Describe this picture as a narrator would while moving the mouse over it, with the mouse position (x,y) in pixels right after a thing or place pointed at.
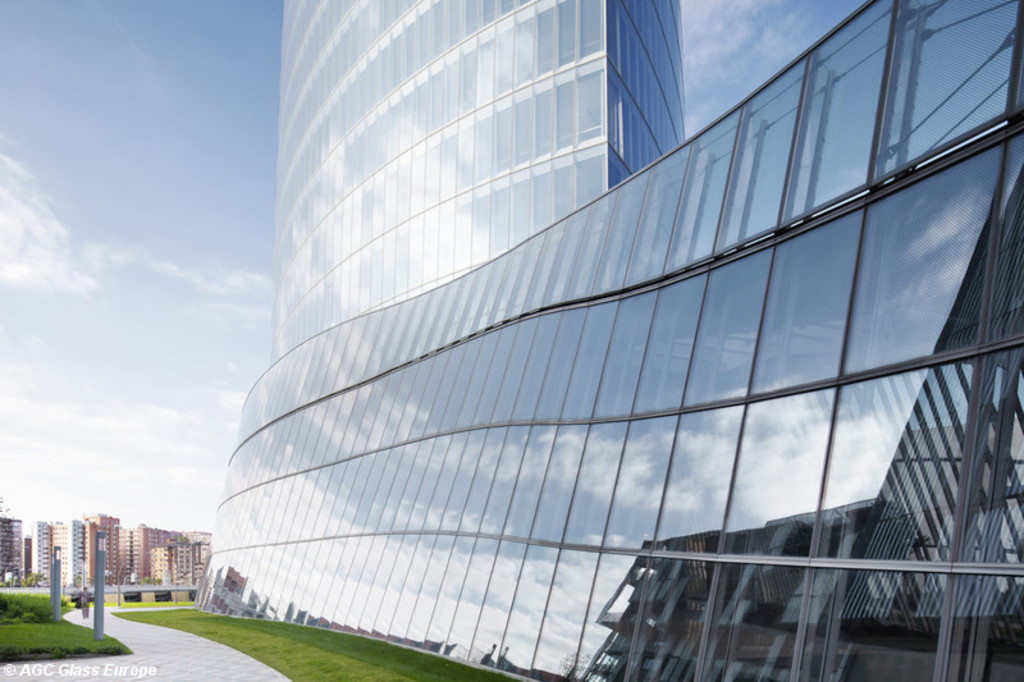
In this image I can see a glass building (417,348). Background (127,550) I can see few poles (96,613), grass (10,642) in green color and few other buildings (78,563), and sky (108,140) in white and blue color.
